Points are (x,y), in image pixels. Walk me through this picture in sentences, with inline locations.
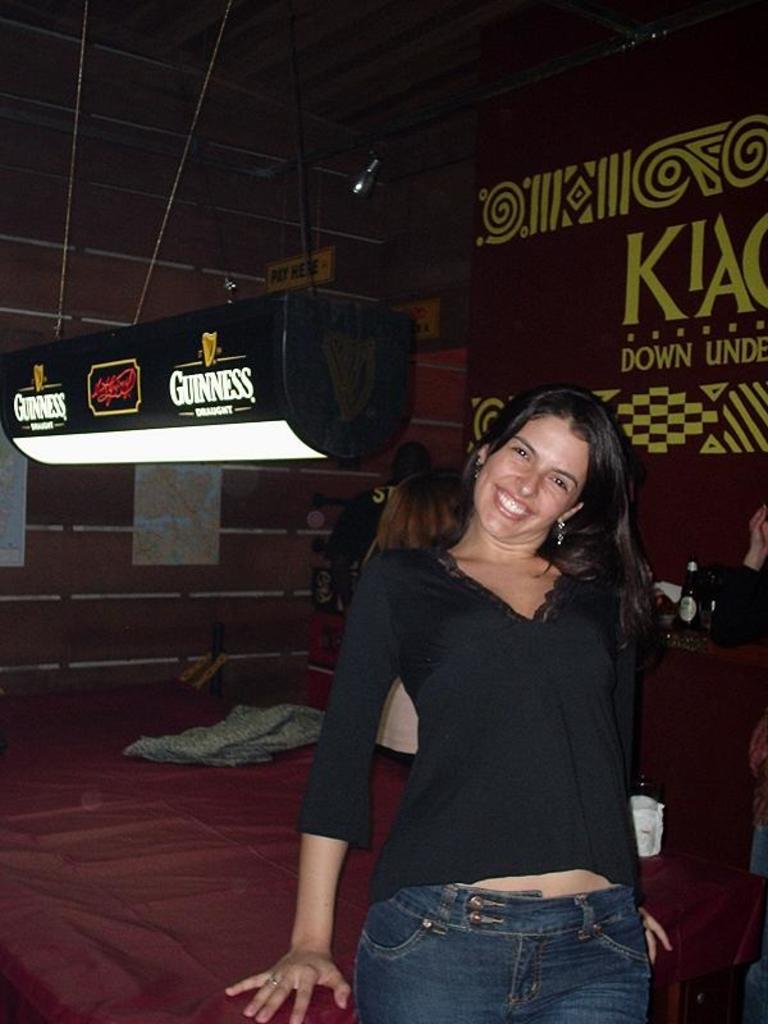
In this image there is a person (472,975) standing at the pool table (200,1007) and smiling, and in the background (758,740) there are group of people (437,497) standing, bottle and some objects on the table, maps (168,492) attached to the wall (106,223), light (12,367), board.
